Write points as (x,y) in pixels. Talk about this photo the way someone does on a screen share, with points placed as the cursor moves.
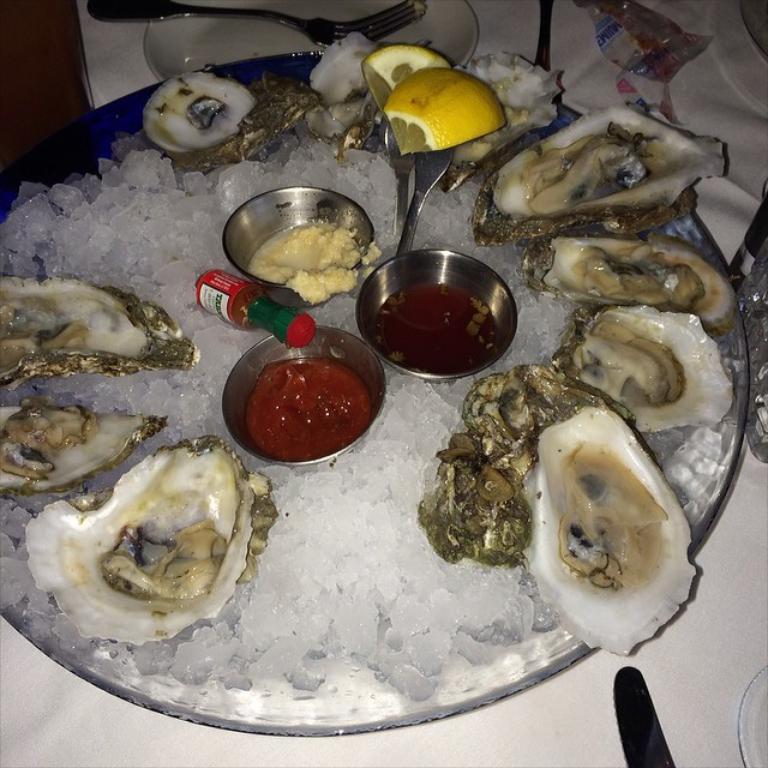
In this image there is a table (246,739) and we can see plates (462,34), forks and a tray (205,691) containing crushed ice (280,599), oysters (217,492), condiments (442,372) and lemon slices (392,95) placed on the table (88,757).
